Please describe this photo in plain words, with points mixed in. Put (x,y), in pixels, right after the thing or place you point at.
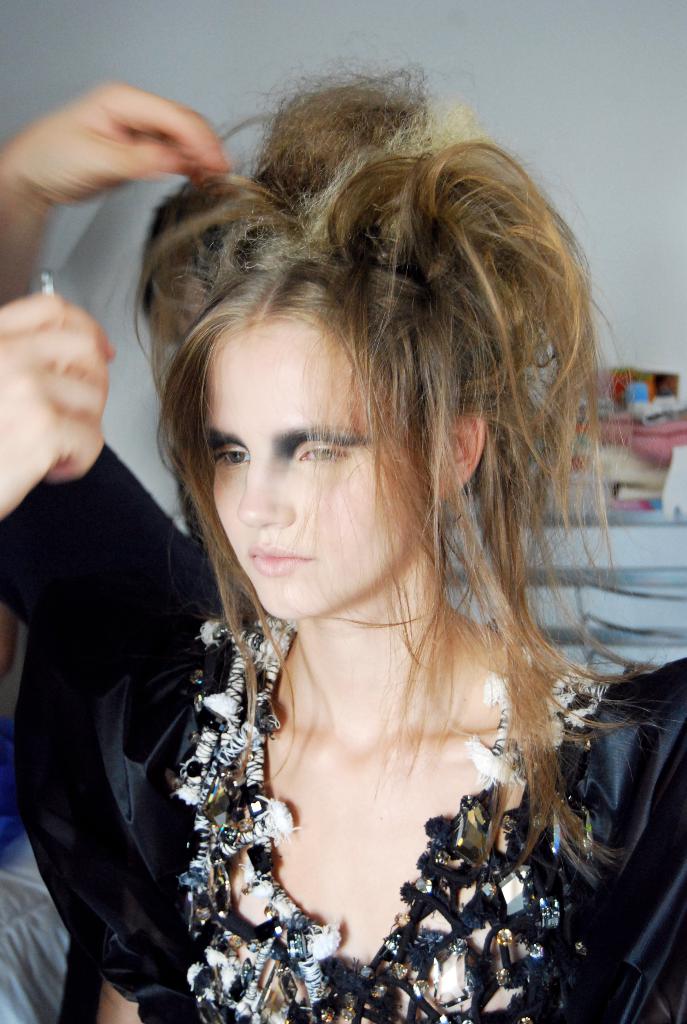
In this image we can see there is a girl (430,535) wearing black dress (207,826) is looking to the left side of the image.
